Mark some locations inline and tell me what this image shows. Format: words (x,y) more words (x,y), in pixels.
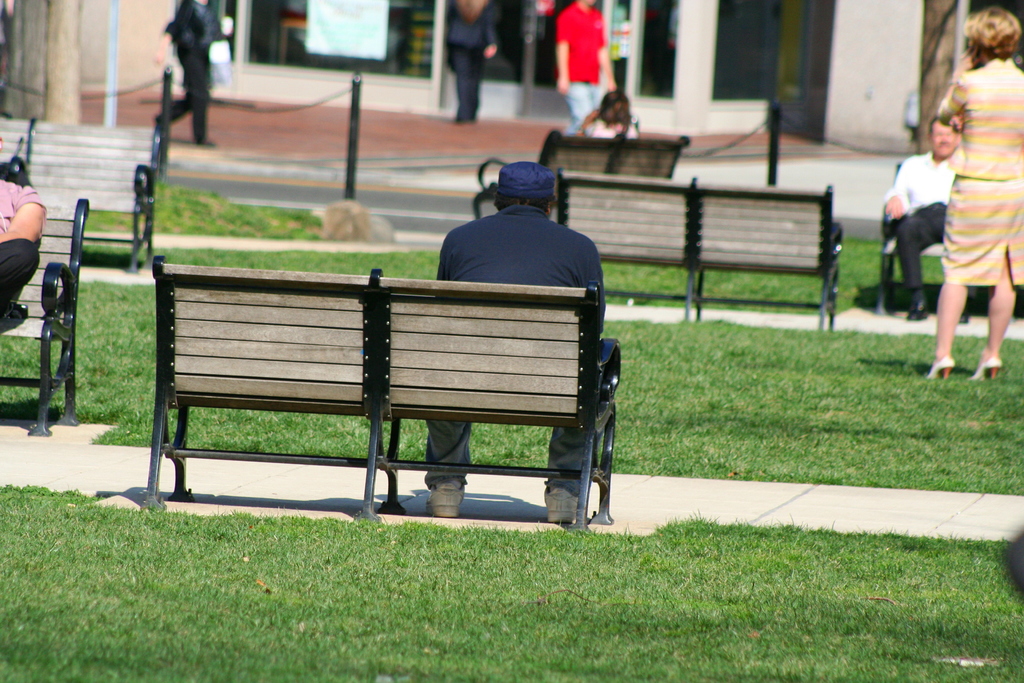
Here we can see people (616,107) sitting on the benches (263,373) here and there and there are some people (1006,196) walking and standing.
